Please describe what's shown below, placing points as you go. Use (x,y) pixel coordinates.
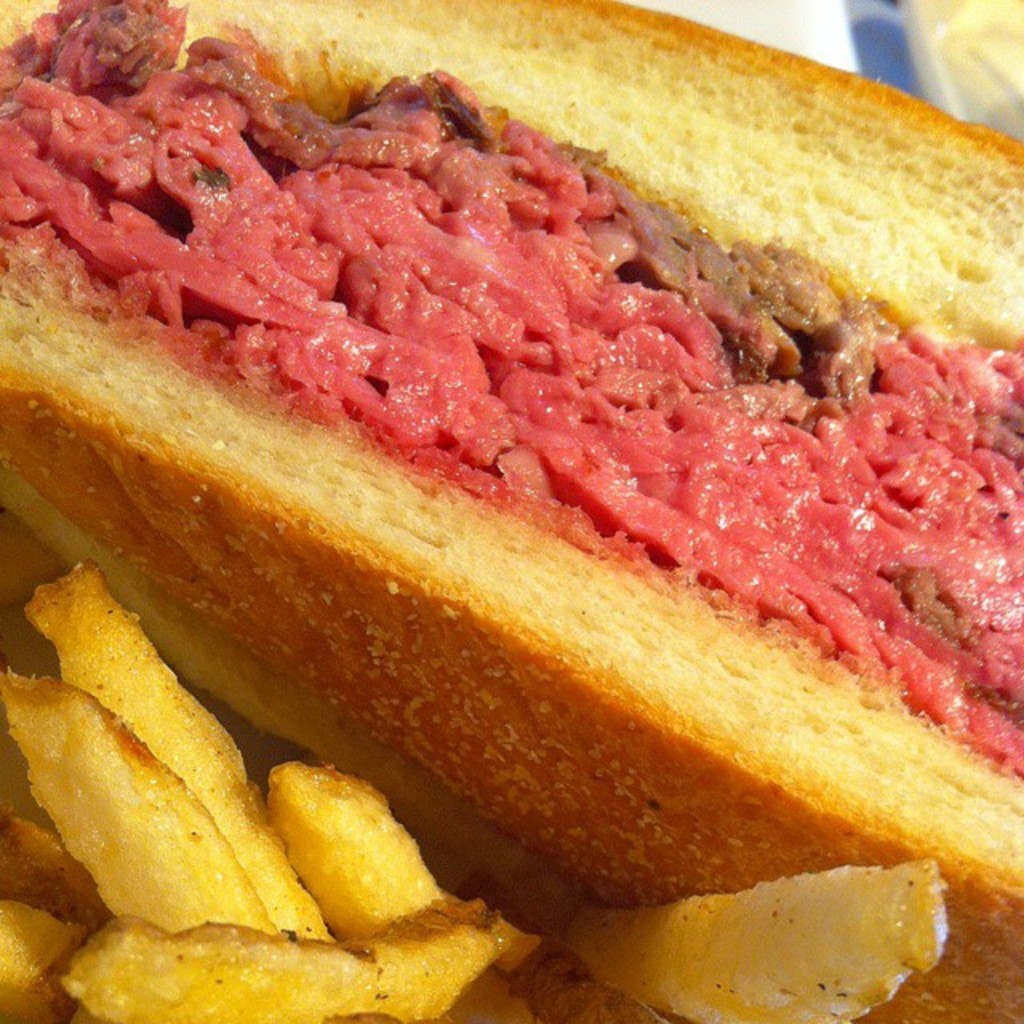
In this image I can see french fries (227,903) which are yellow and brown in color, a bread (487,788) which is brown and cream in color and in between the bread (579,643) I can see a food item (445,322) which is pink and brown in color.
